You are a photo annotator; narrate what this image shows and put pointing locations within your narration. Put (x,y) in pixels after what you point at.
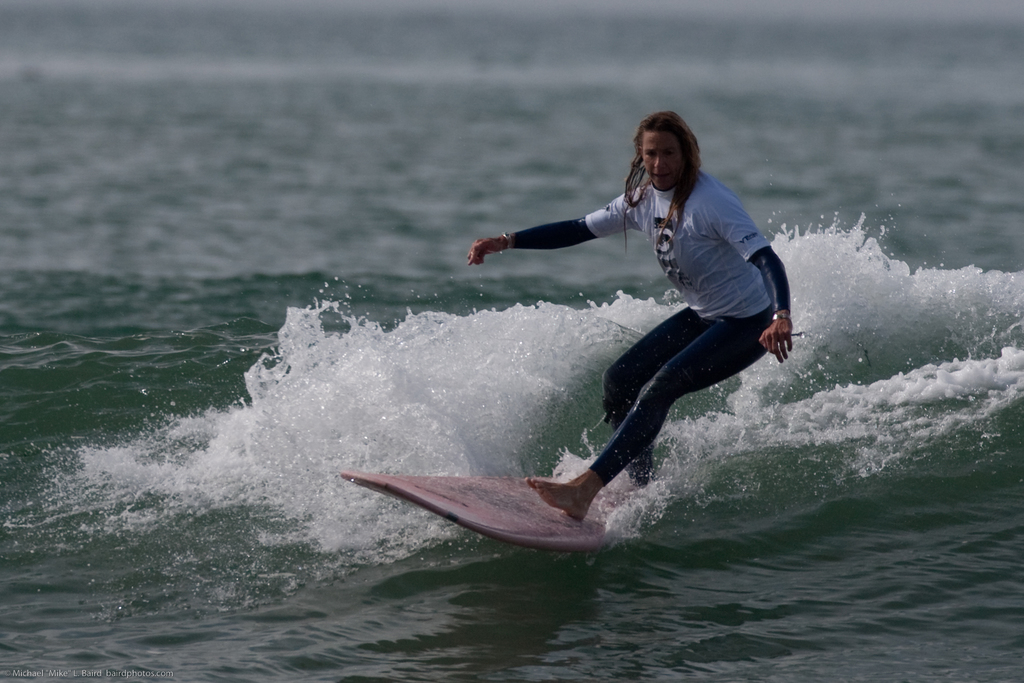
In this picture we can see a person (579,495) standing on a surfboard (596,506) and surfing on water (292,475).
